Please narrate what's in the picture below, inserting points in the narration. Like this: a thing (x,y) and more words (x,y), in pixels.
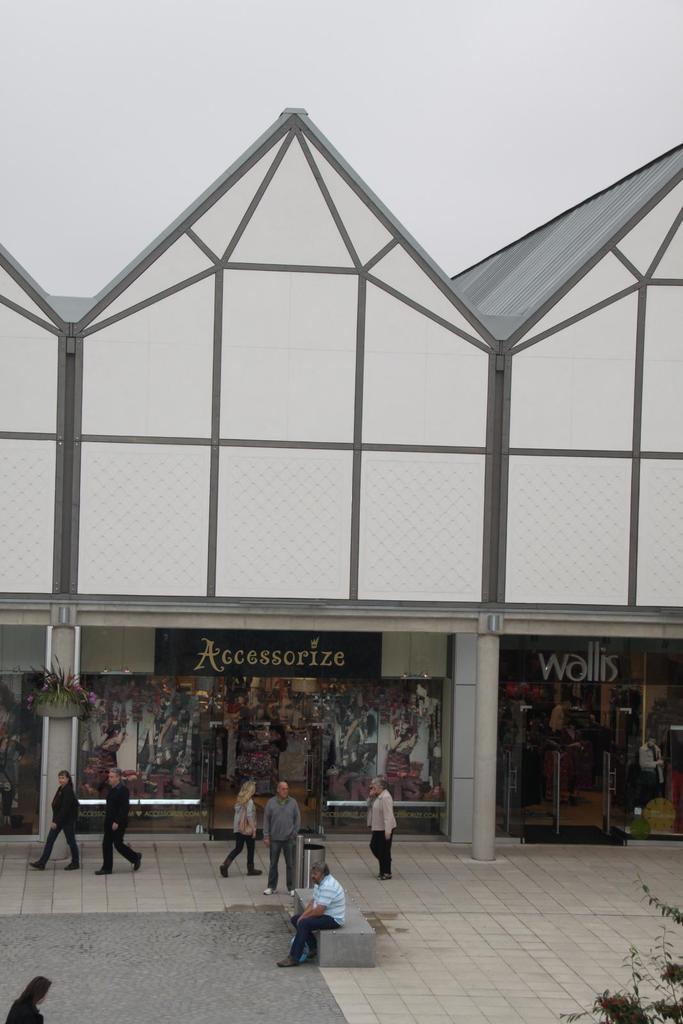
In this image I see a building (647,596) and I see 2 stores (298,671) over here and I see words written and I see few people (53,801) in which this man (315,919) is sitting over here and I see the path (665,857) and I see the leaves (633,963) on the stems (637,1006). In the background (584,95) I see the sky (168,111).
